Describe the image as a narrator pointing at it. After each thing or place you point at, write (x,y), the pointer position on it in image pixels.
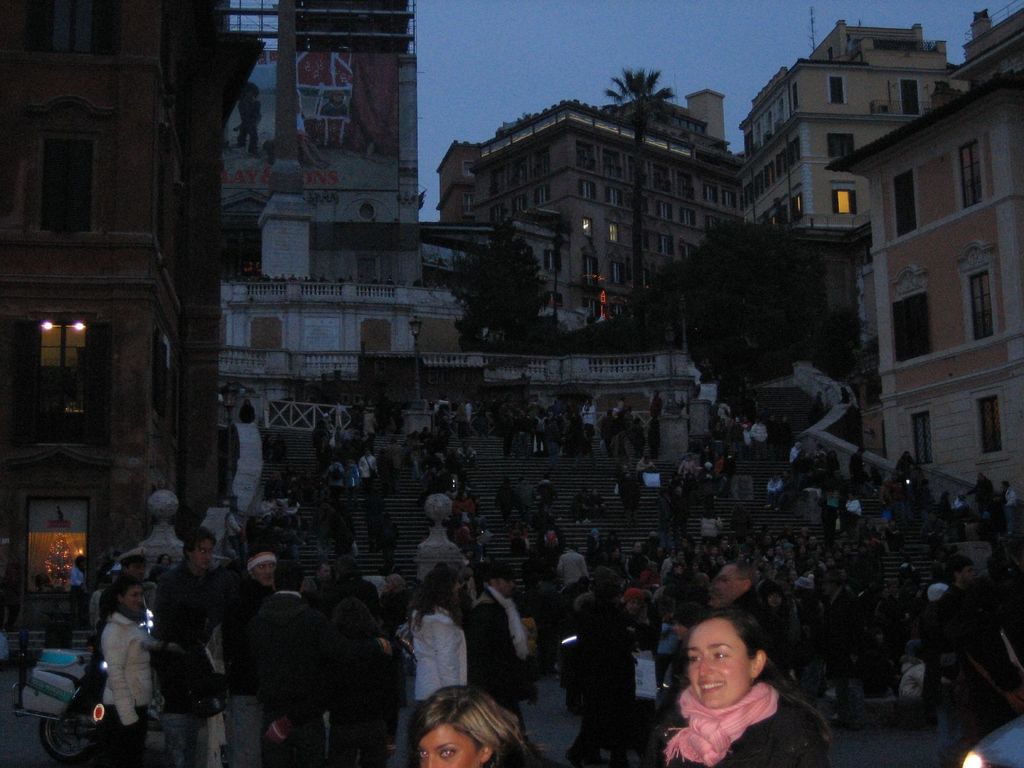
There are many people (439,610). In the back (488,479) there are steps (560,514). On the sides there are buildings (83,345) with windows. In the background (525,216) also there are buildings (418,240). Also there are railings (305,368). In the background (501,98) there is sky (588,91) and tree (634,224).
